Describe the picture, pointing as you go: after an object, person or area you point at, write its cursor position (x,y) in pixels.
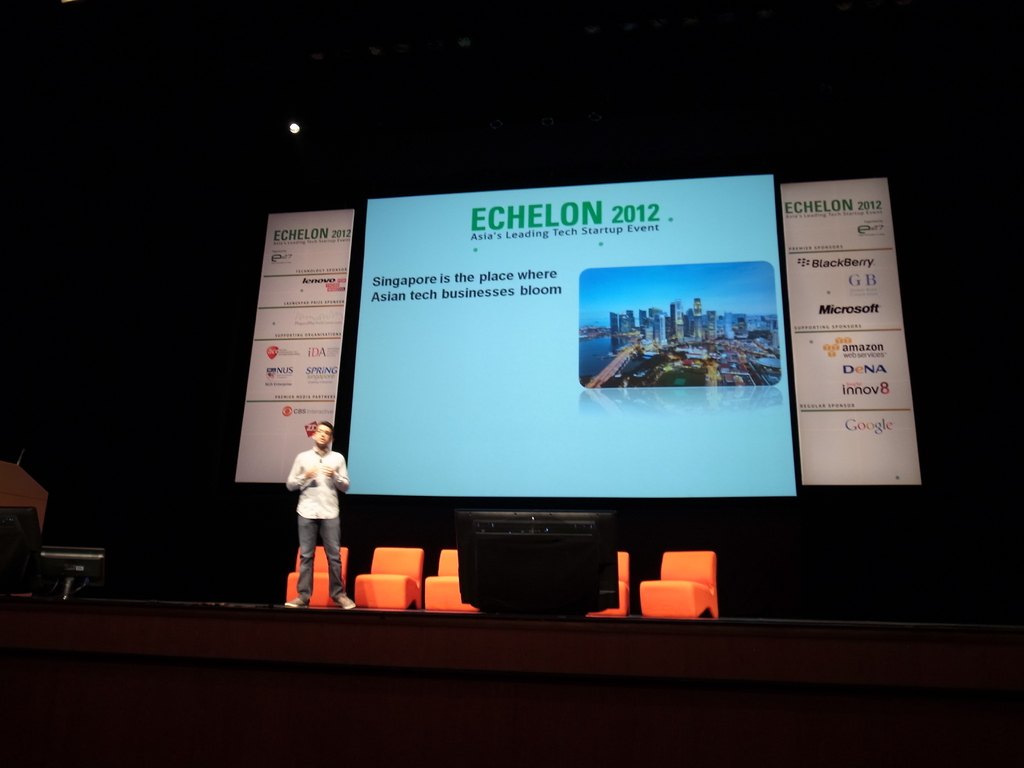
This image consists of a man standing on the dais (467,656). And there are chairs (654,612) in orange color. In the background (632,388), we can see a screen (582,301) along with banners (331,317). At the bottom (537,597), it looks like a screen (527,581) or a monitor (543,547) on the dais (528,633).
